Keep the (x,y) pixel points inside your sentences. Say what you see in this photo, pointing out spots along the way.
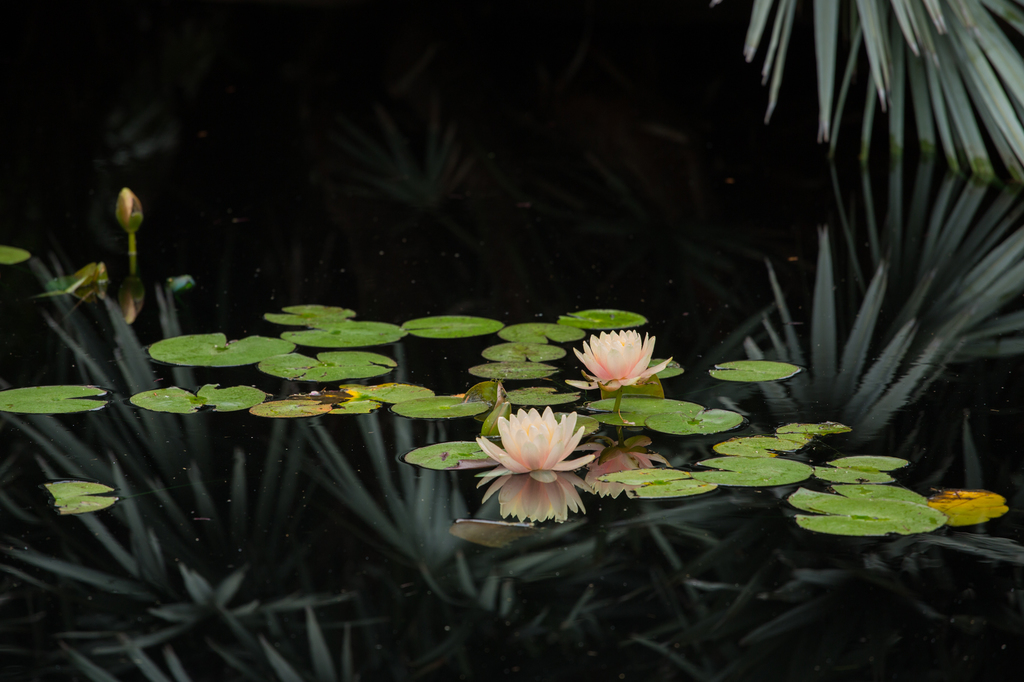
In this image we can see some flowers (569,448), a bud (120,201) and some leaves (568,395) in the water (923,450). In the top right corner of the image (943,53) we can see some leaves (948,17).
